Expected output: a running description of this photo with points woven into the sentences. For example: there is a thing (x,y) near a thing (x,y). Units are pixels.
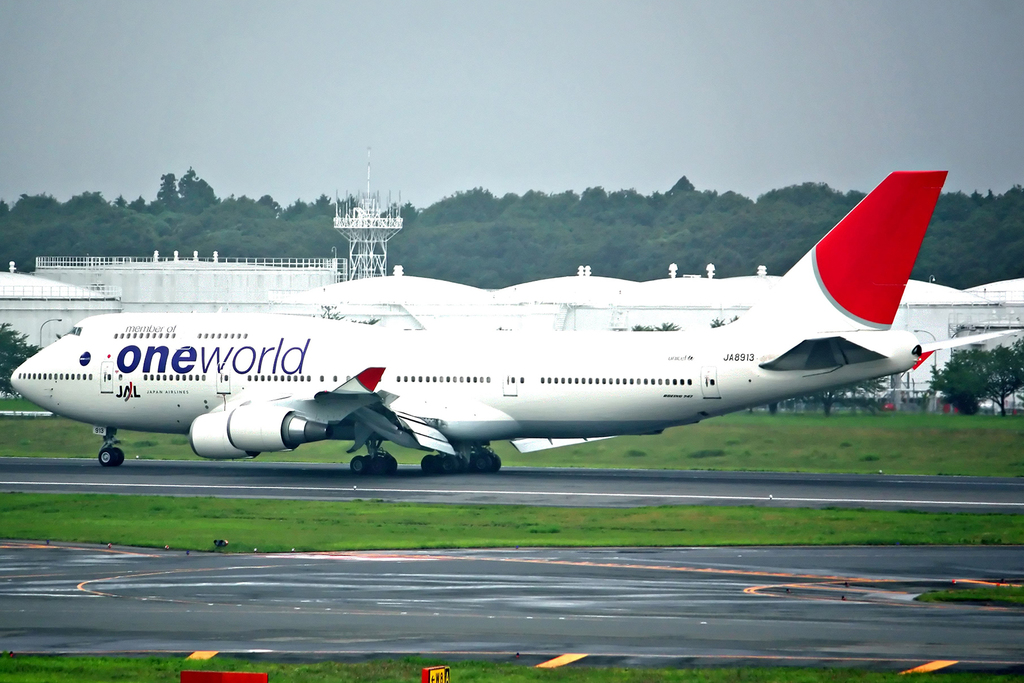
In this image I can see the runway (467,604), some grass (445,518) on the ground (528,571) and an aeroplane (443,413) which is white, red and blue in color is on the runway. In the background (949,308) I can see few buildings (955,329) which are white in color, a tower (377,262) which is white in color, few trees (527,245) and the sky (341,123).
